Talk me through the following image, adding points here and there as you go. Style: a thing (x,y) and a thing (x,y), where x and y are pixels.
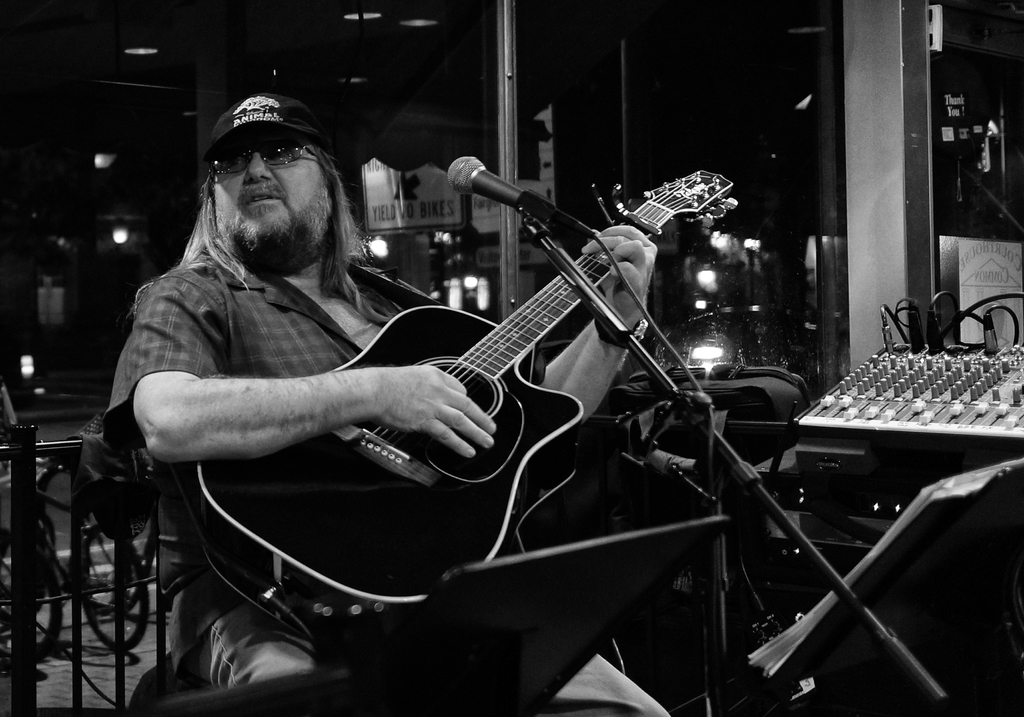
In the center of the picture (507,438) a man (217,626) is seated and playing guitar (342,438). On the right (935,348) there are music and volume adjuster (963,378). In the background (497,81) there are buildings (455,253) and lights (702,274). On the left (26,536) there is railing (16,579) and bicycle (45,503). In the center (645,350) there is microphone (472,181).
